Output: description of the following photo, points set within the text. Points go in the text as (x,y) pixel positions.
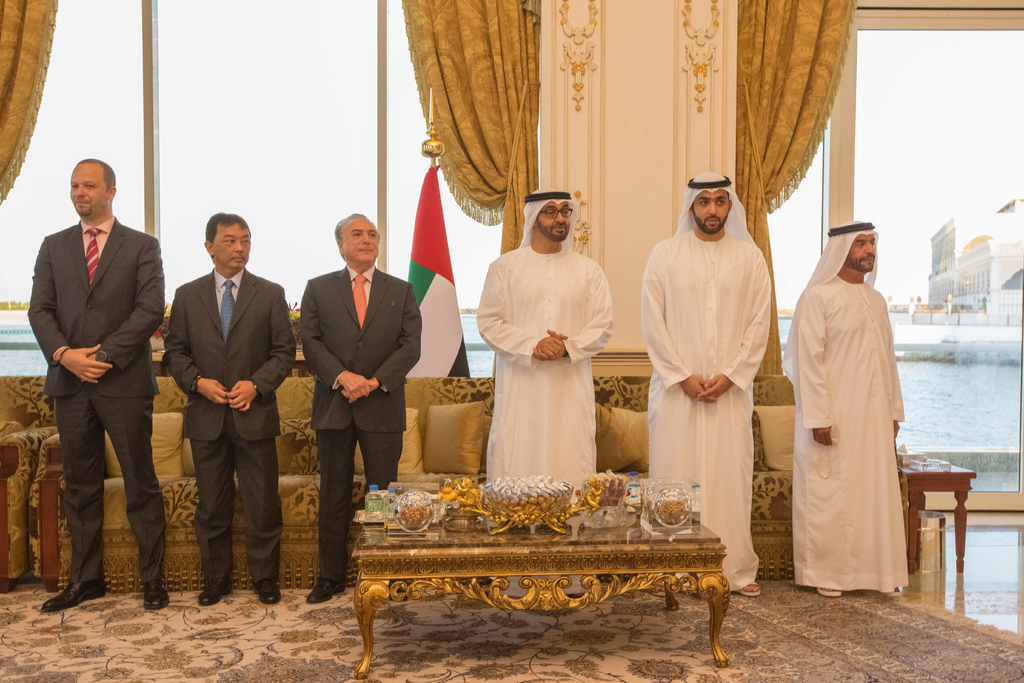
In the image we can see there are people (658,373) who are standing on the floor (463,639) and on table (631,527) there are bowl (539,511) in which food items (492,497) are kept and water bottle (391,500) kept.
